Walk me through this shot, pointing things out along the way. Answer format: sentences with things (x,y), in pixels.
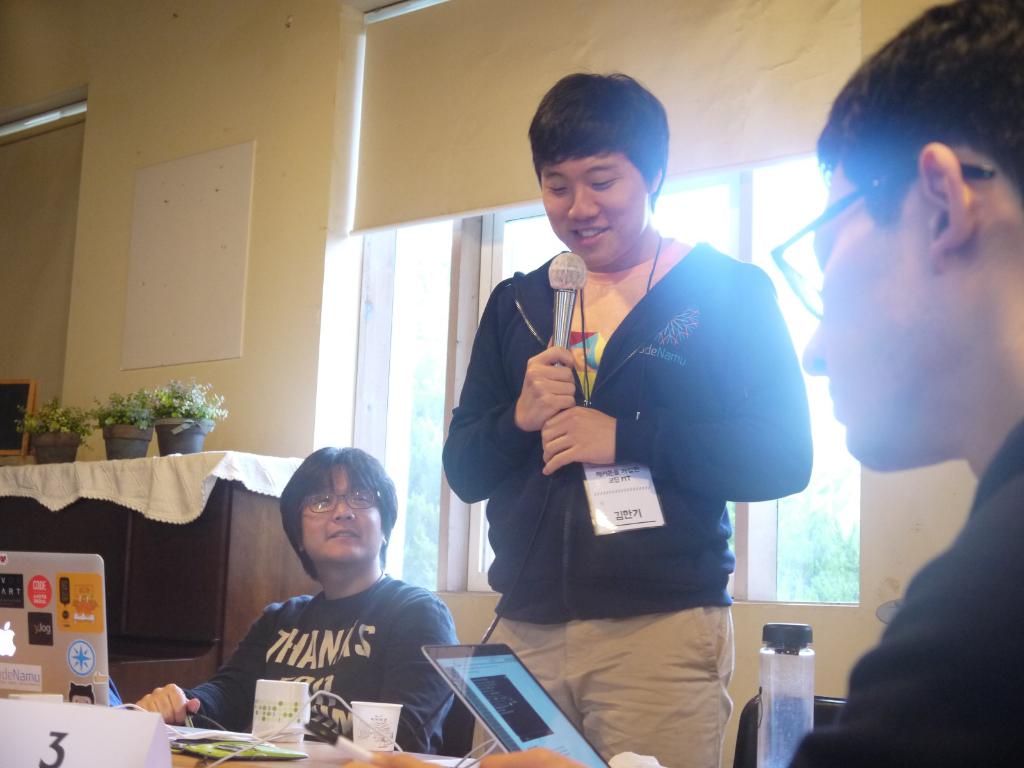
In this picture we can see three persons (596,587) where two are sitting and one is standing holding mic (555,313) in his hand (552,462) and talking and in front of them we can see cup (358,733), laptop (487,665), bottle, papers (245,736), name board (73,722) and beside to them three flower pots (202,400) with plants (102,418) on table (223,483), wall (348,168), window (416,369).
